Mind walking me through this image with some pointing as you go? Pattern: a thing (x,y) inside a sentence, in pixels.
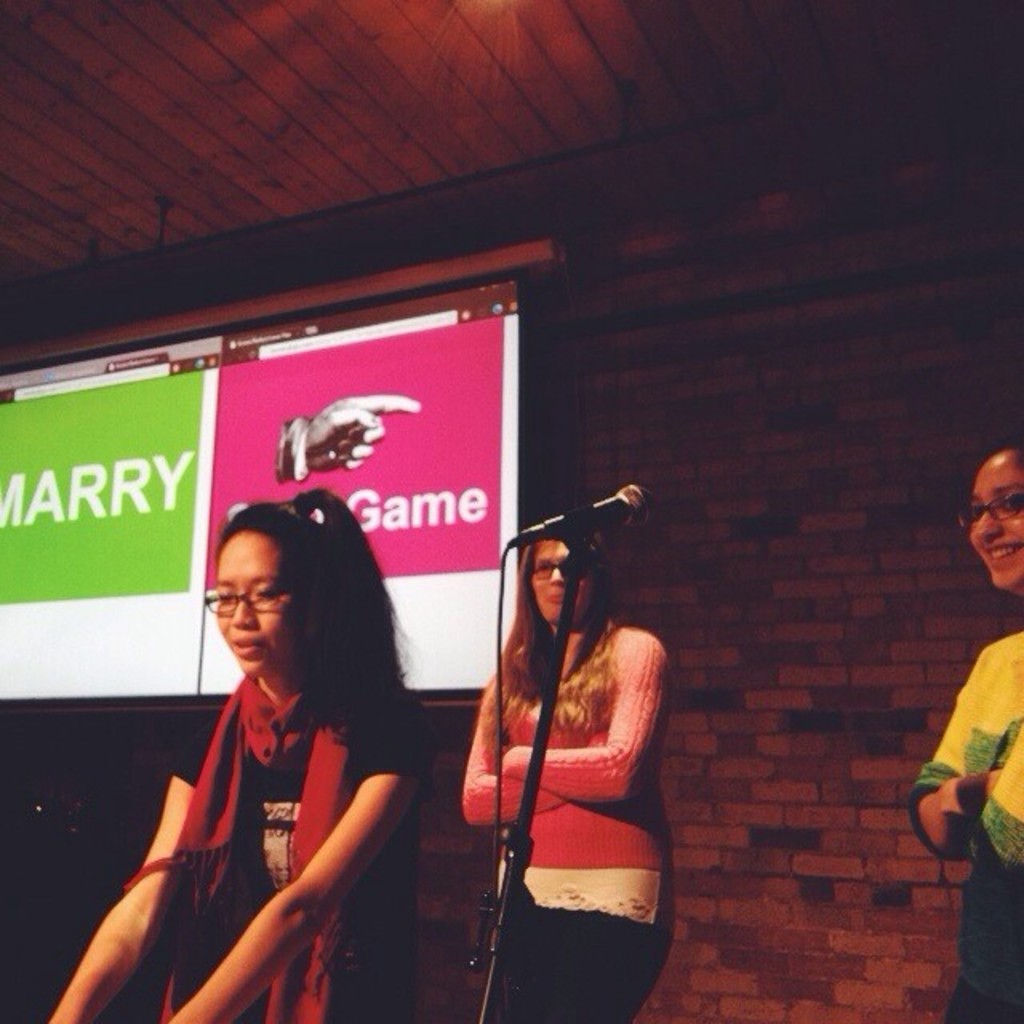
Here I can see three women (961,835) are standing facing towards the left side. In the middle (558,656) there is a mike stand (570,567). In the background (716,547) there is a wall (720,474). On the left side (183,453) there is a screen (262,474) on which I can see some text (172,488).
